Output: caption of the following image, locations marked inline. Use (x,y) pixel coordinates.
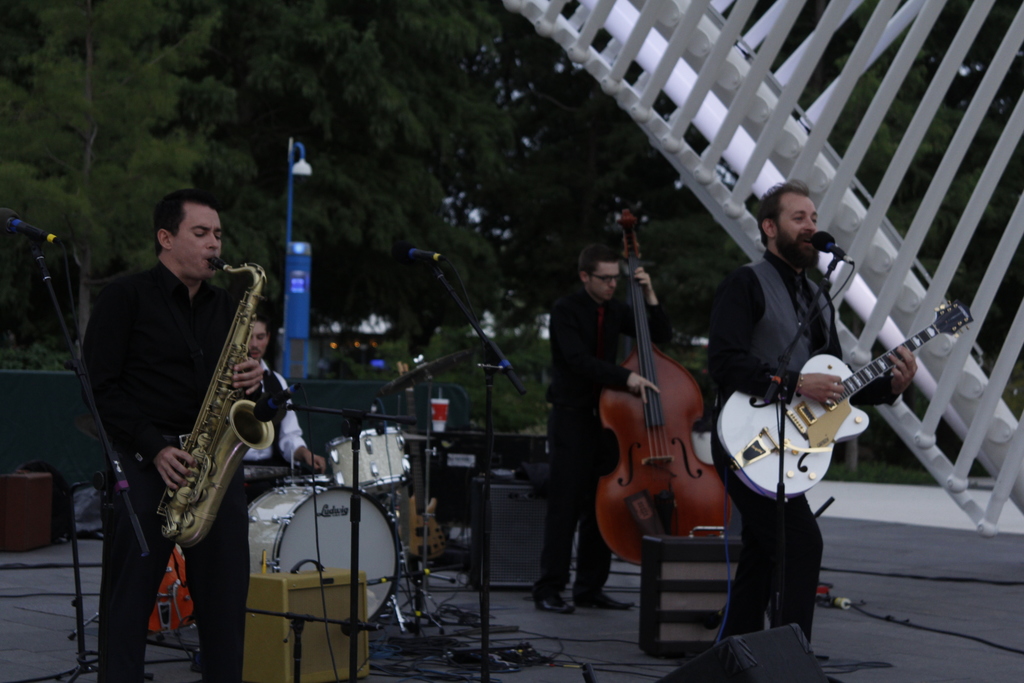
These three persons (152,496) are standing and holding musical instruments (828,369) and this person (766,384) playing guitar (806,415) and singing and this person (257,386) playing saxophone (211,426) and this person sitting and playing drums (405,475). On the background (318,99) we can see tree (412,103). We can see cables (967,636) on the floor (894,632).
